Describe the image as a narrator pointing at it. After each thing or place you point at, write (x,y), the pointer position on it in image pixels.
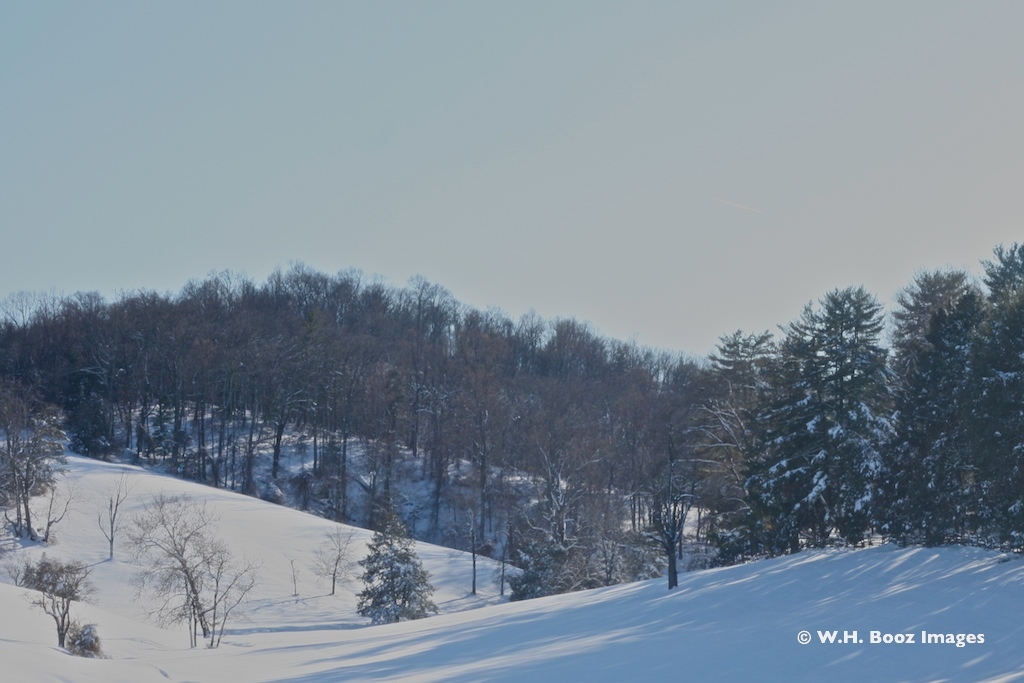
In the foreground (777,582) I can see mountains (762,620), text (912,644) and trees (1015,422). On the top (356,154) I can see the sky (373,111). This image is taken on the mountain (362,570) during a day.
